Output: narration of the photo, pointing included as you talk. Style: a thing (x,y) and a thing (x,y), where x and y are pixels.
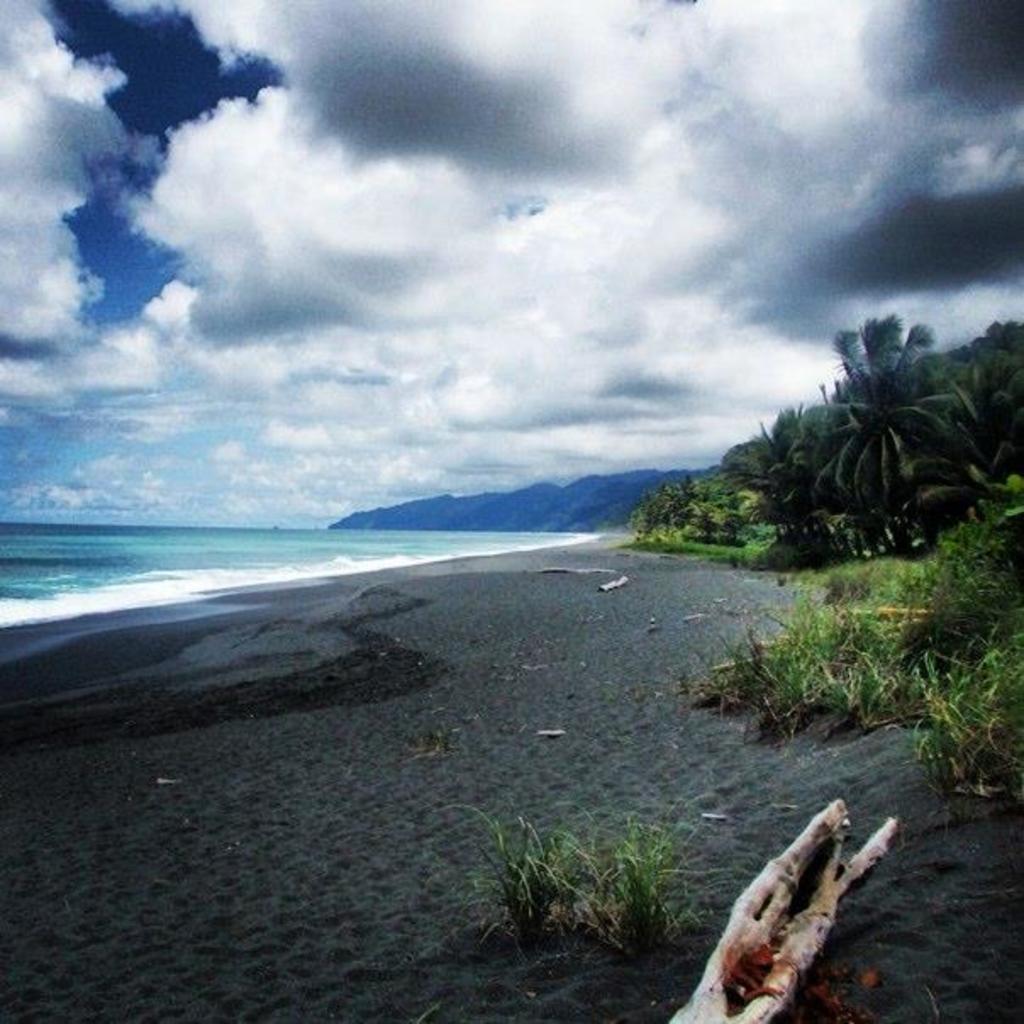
The picture is taken on the shore (429,693) of a water body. In the foreground (878,622) there are shrubs (801,633), wooden log (751,889) and sand (604,682). On the right (812,480) there are trees (803,417). On the left (131,557) there is a water body (178,553). In the center of the background (438,511) there are mountains (591,487). Sky (520,316) is cloudy.
